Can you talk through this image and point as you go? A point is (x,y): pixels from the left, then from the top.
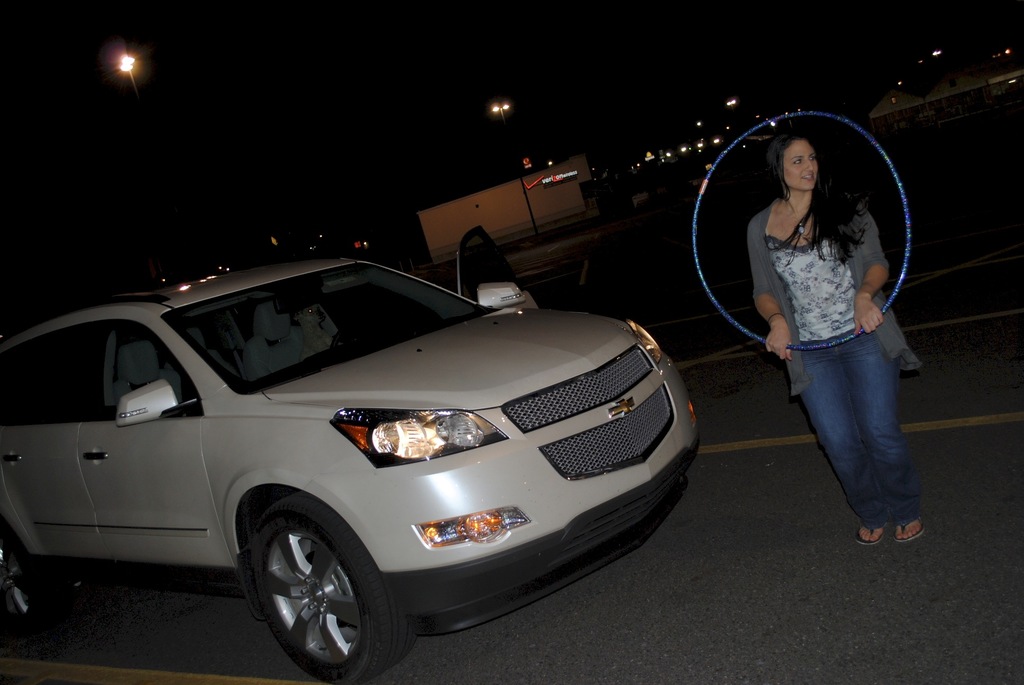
In this image there is a white car (325,399). Here a lady (818,329) is standing holding a hula hoop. In the background (582,197) there are buildings (484,199), street lights (666,155). This is a road (687,376).
